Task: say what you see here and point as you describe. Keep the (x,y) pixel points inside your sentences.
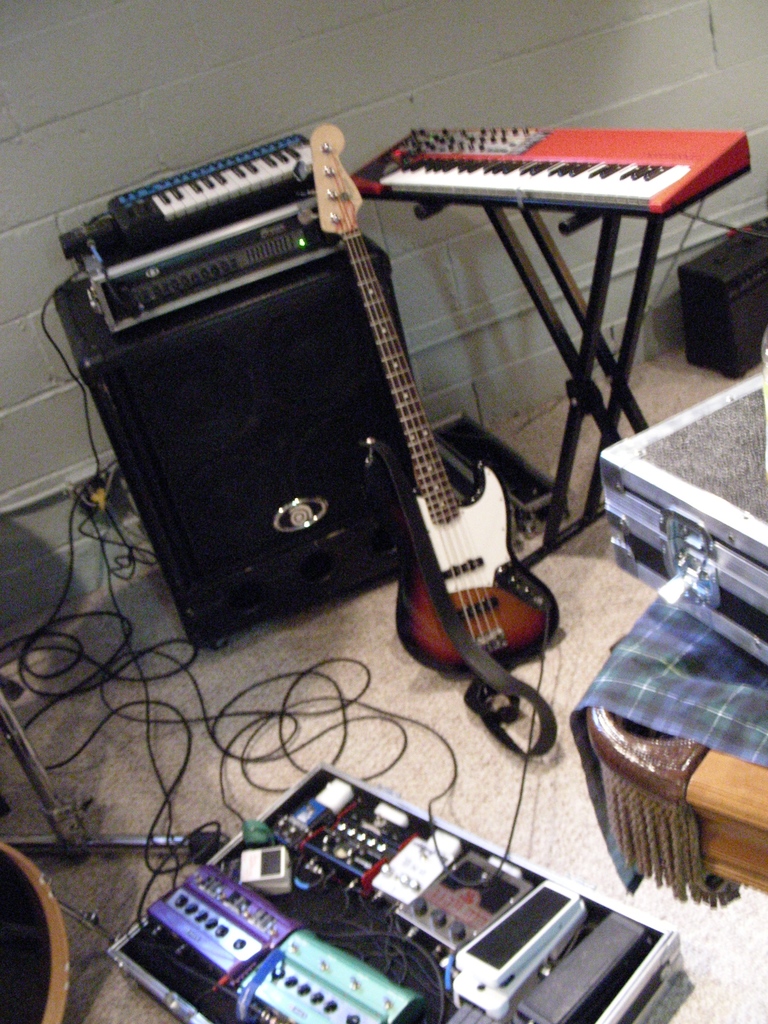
In this image I can see there are few musical instruments (624,202) on the floor (364,755).
